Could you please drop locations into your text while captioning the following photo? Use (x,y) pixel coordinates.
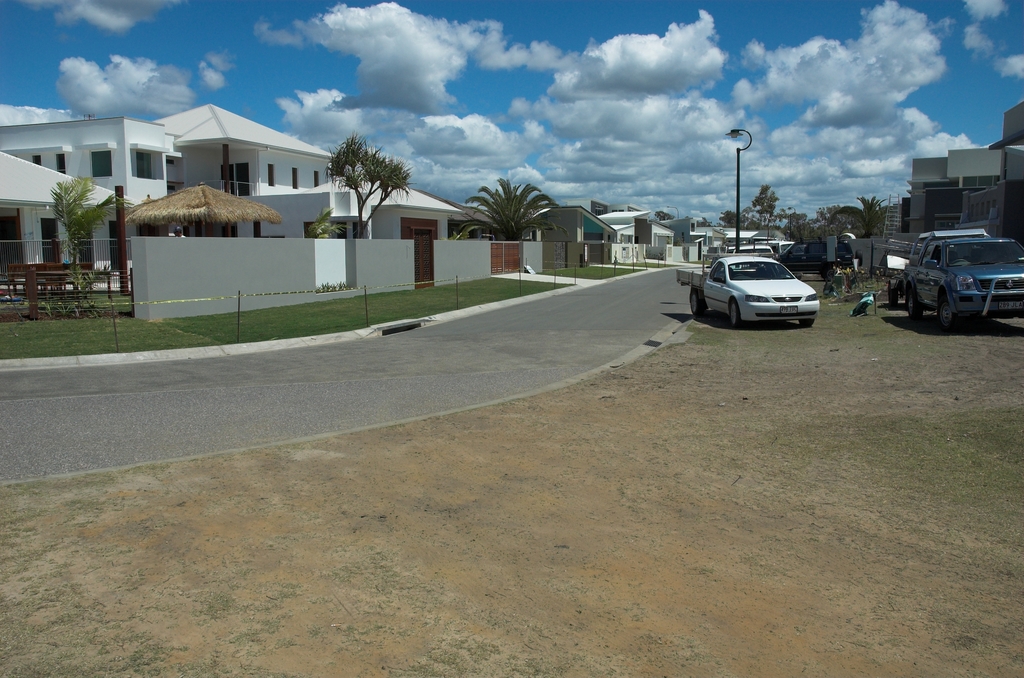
In this image we can see a group of buildings (283,209) with windows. We can also see a hut (178,201), trees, a fence (201,251), some poles (115,301) tied with a ribbon (219,298), the road (459,355), a street lamp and some vehicles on the ground (861,391). On the backside (850,164) we can see some trees (868,208) and the sky (799,156) which looks cloudy.
